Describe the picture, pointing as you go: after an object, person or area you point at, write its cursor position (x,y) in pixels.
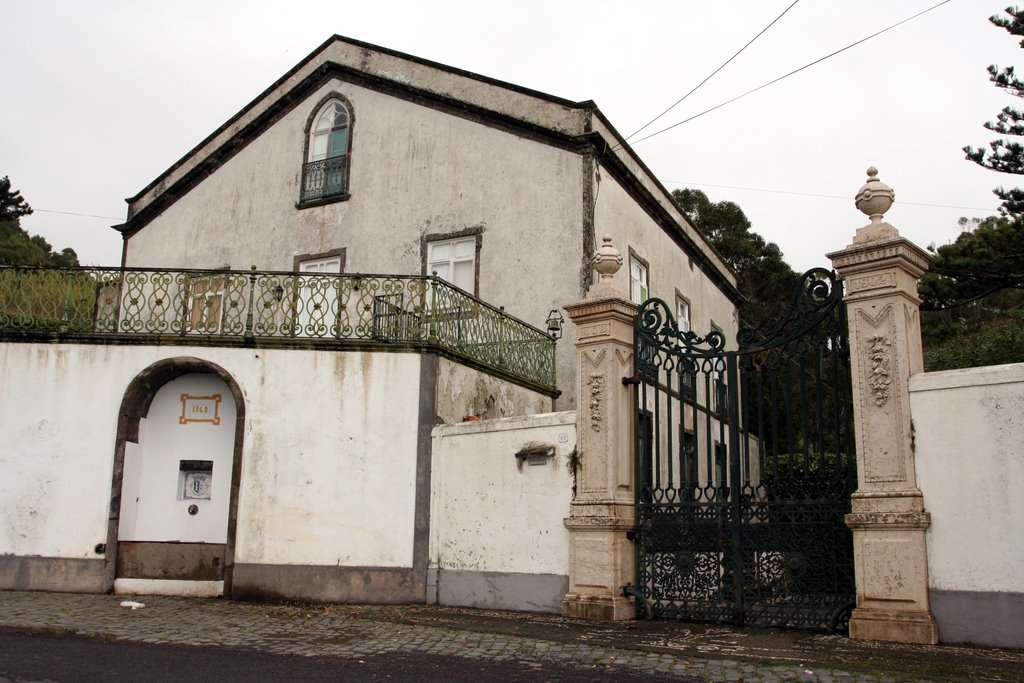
In this picture we can see house (416,244) with door (331,271) and windows (452,241) and a balcony (137,295) with fence (488,314). For the entrance (794,371) there is gate (681,499) and front of the gate (730,387) there is a road (449,628). In the background (381,21) there is a sky (455,42) and trees (755,267).
